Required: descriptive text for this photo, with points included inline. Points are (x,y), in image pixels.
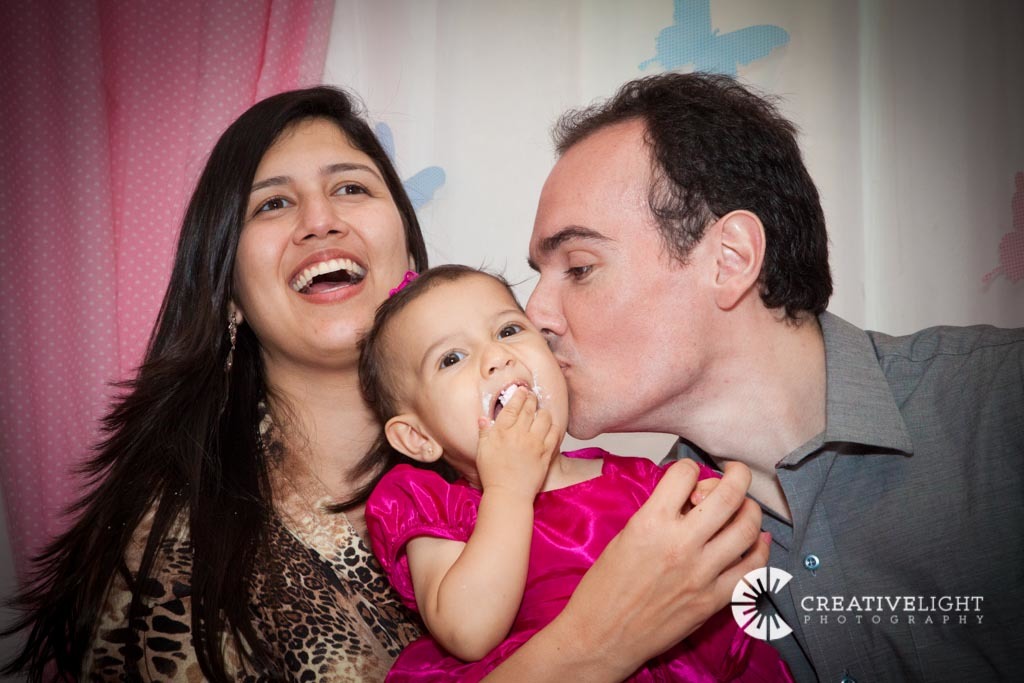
In this image there is one man (608,233) and one woman (169,446) the woman (227,504) is holding a baby (508,463), in the background (398,76) there is a wall (515,58) and some curtains (120,83).
